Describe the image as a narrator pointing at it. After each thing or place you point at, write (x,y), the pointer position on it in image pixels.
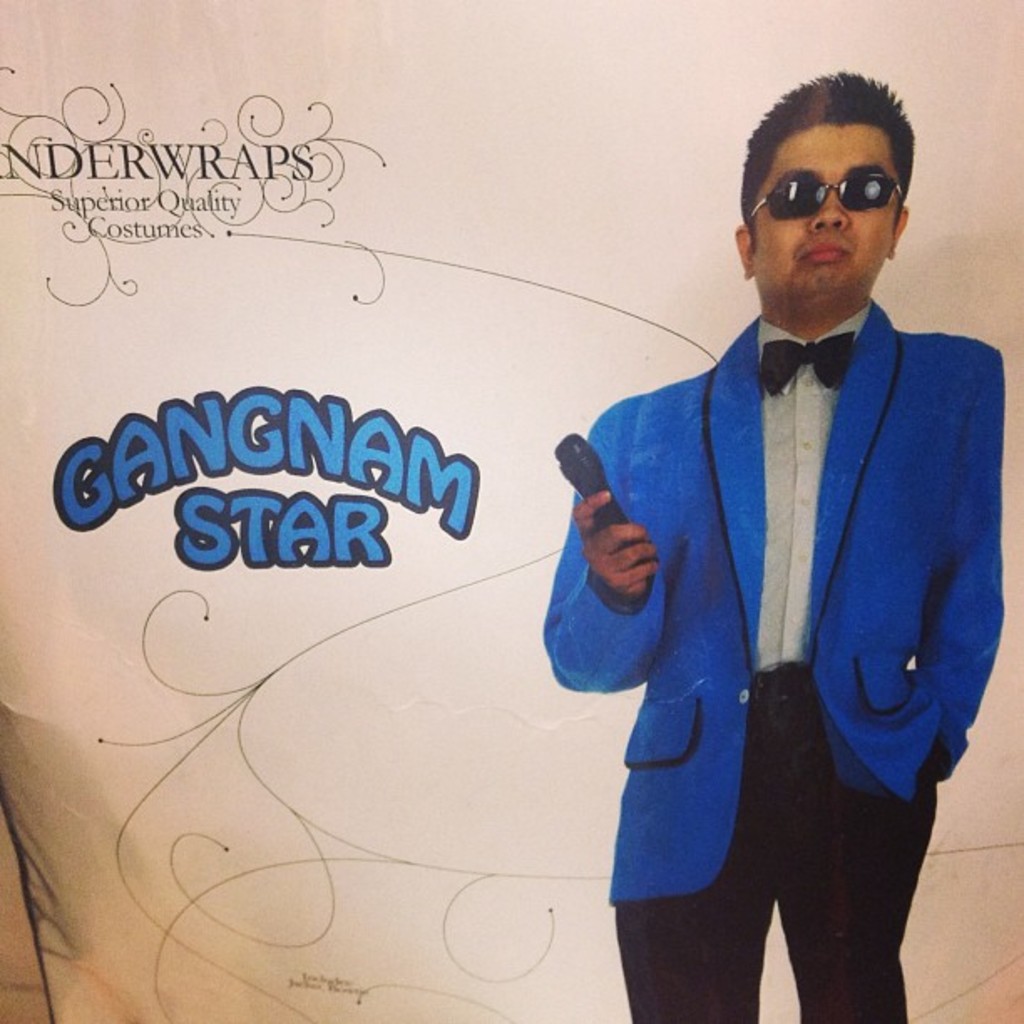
Here in this picture we can see a poster (968,818), on which we can see a person (815,431) in a blue colored blazer (730,479) standing and he is holding a microphone (591,483) in his hand (581,517) and wearing goggles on him and beside him we can see some text (327,525) present.
